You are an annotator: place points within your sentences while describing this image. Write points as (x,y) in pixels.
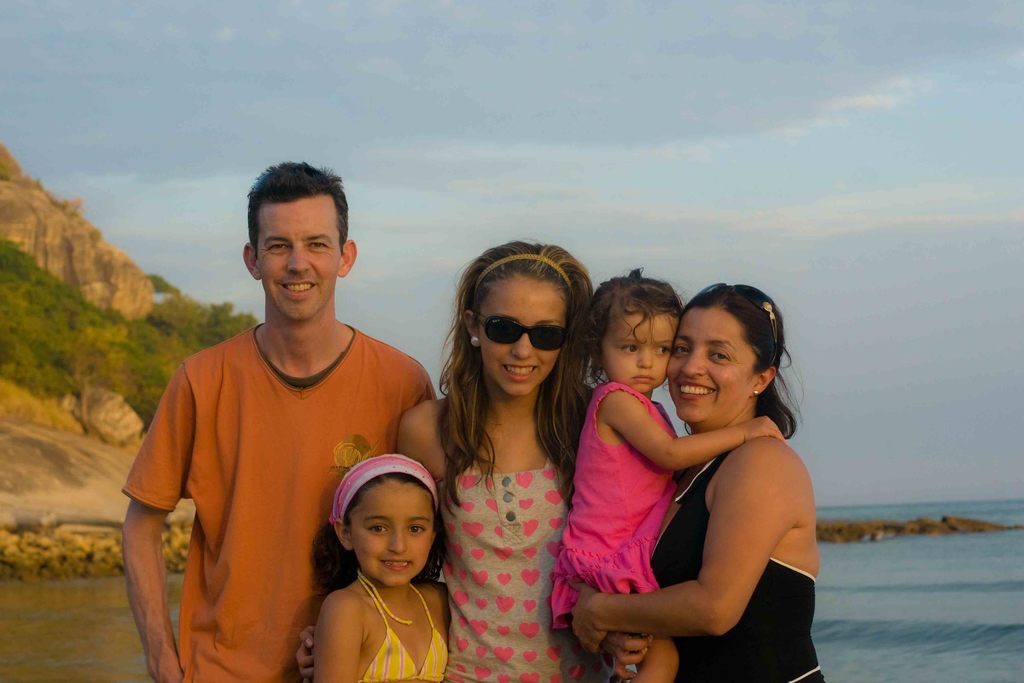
In this picture I can see a man (312,503), 2 women (453,419) and a girl (344,516) standing in front (752,357) and I see that they're smiling. I can also see that, the woman (675,371) on the right (707,462) is holding a baby (610,461). In the background (686,273) I can see the plants (194,349), sky (142,19) and the water (953,664).
